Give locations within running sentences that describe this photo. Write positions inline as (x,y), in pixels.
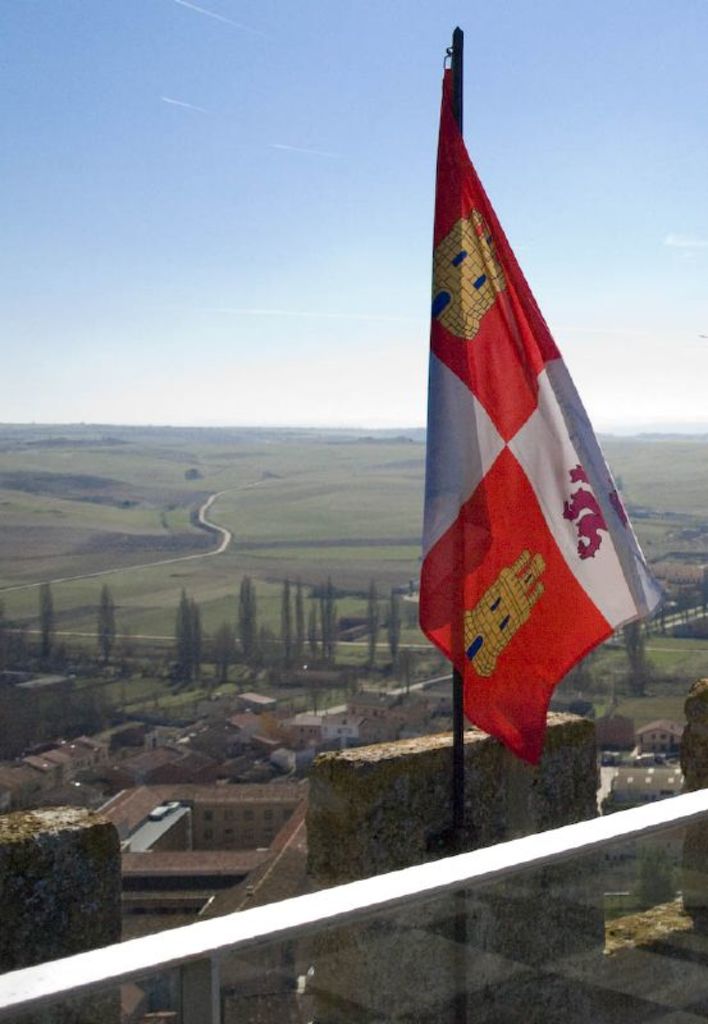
In this image there is a pole (454,802) having a flag (441,621). Behind there is a wall (414,795). There are few buildings (288,750). Behind there are few trees (16,711). Background (115,450) there is grassland (234,430). Top of the image (236,242) there is sky (246,149).
